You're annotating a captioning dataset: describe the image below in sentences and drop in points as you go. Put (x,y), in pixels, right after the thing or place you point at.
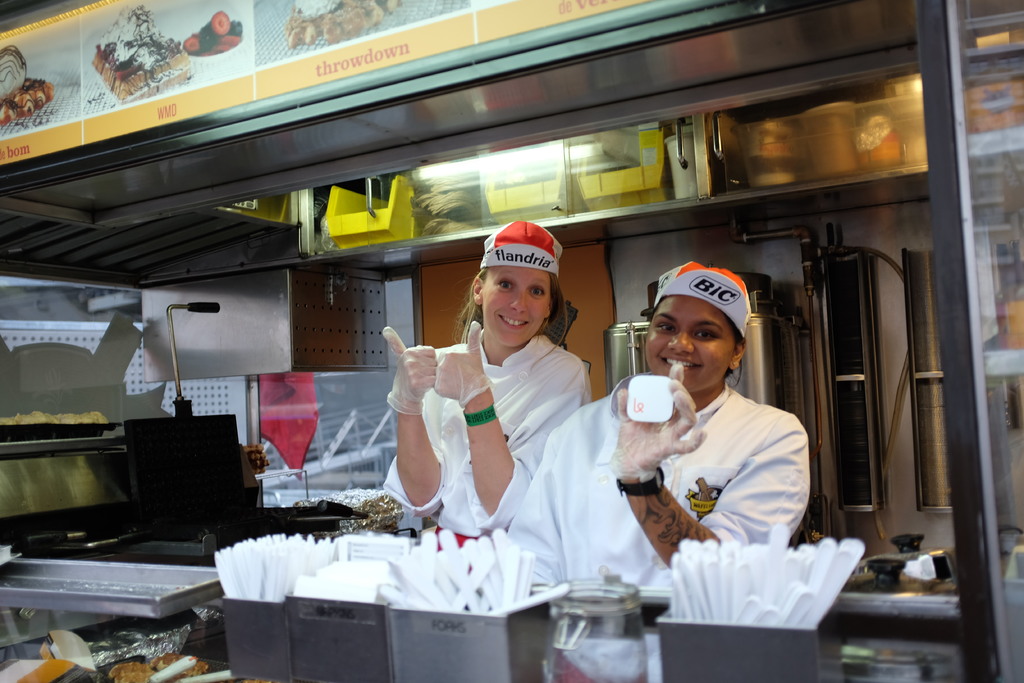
In this picture there are two women (547,397) wearing white dress (567,394) and there are few spoons (715,589) and some other objects (359,584) in front of them and there is a image (276,53) of few eatables (154,57) placed in the left top corner (182,64) and there are some other objects (851,310) in the background (753,365).
